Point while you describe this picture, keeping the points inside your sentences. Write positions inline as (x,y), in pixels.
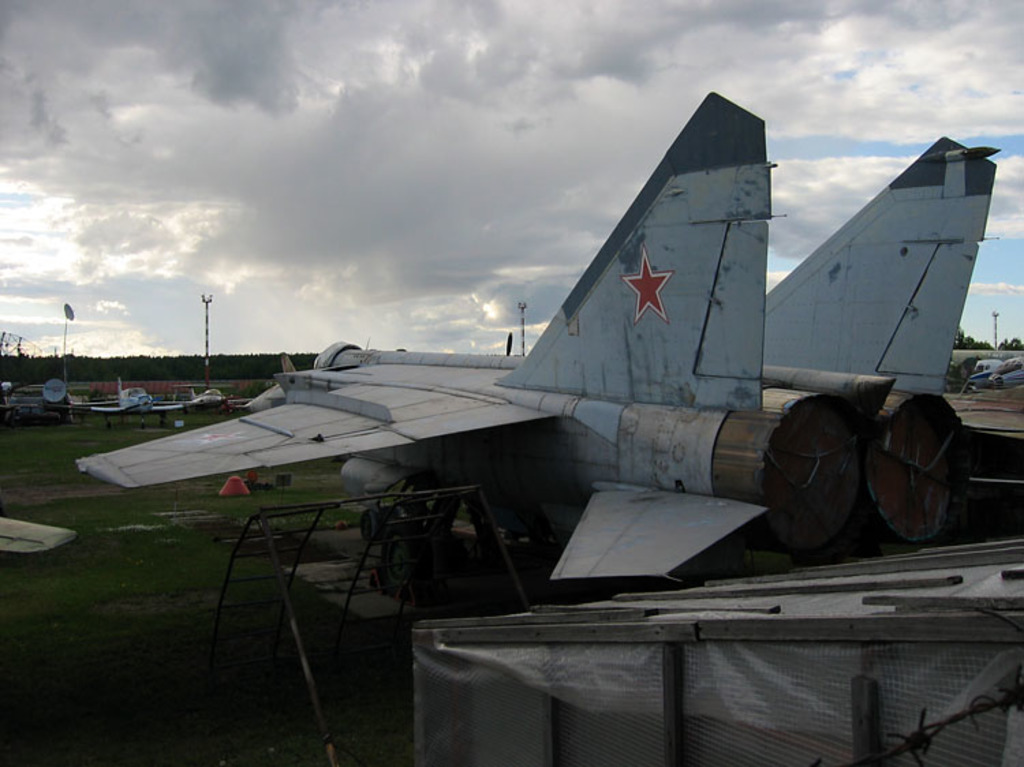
There are flights (530,418). Near to the flights (757,451) there are ladders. On the ground (141,531) there is grass (125,557). In the background (253,151) there is sky (315,165) with clouds (473,183). Also there are trees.
